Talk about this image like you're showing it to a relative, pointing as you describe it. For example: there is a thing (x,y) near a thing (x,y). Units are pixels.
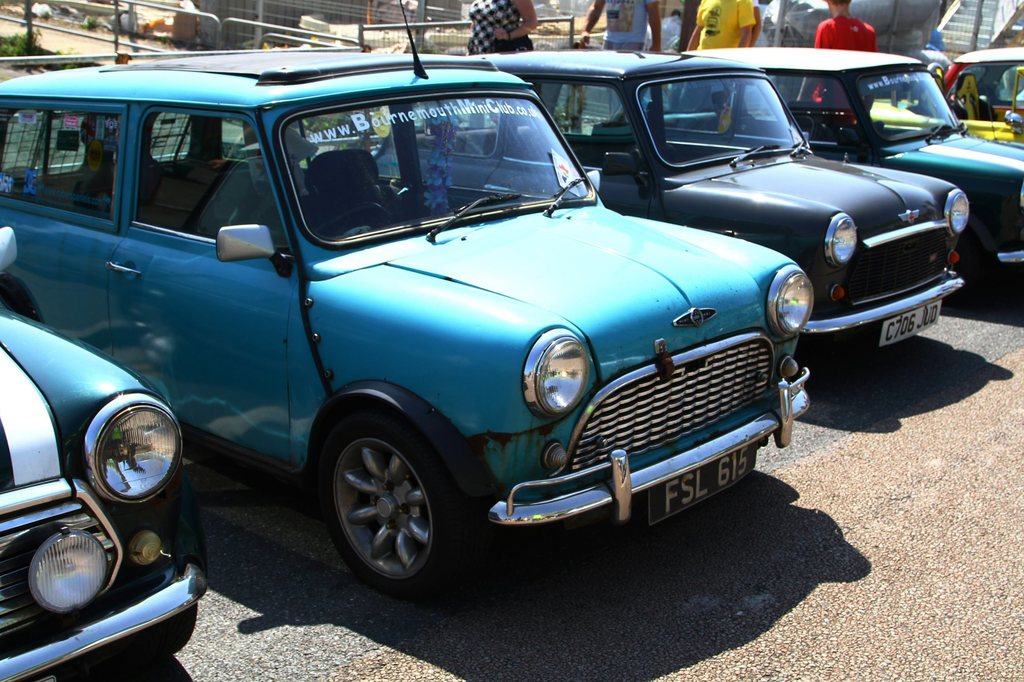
In this image we can see motor vehicles (660,369) on the road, person's (528,2) standing on the road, shrubs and fences (440,18).
